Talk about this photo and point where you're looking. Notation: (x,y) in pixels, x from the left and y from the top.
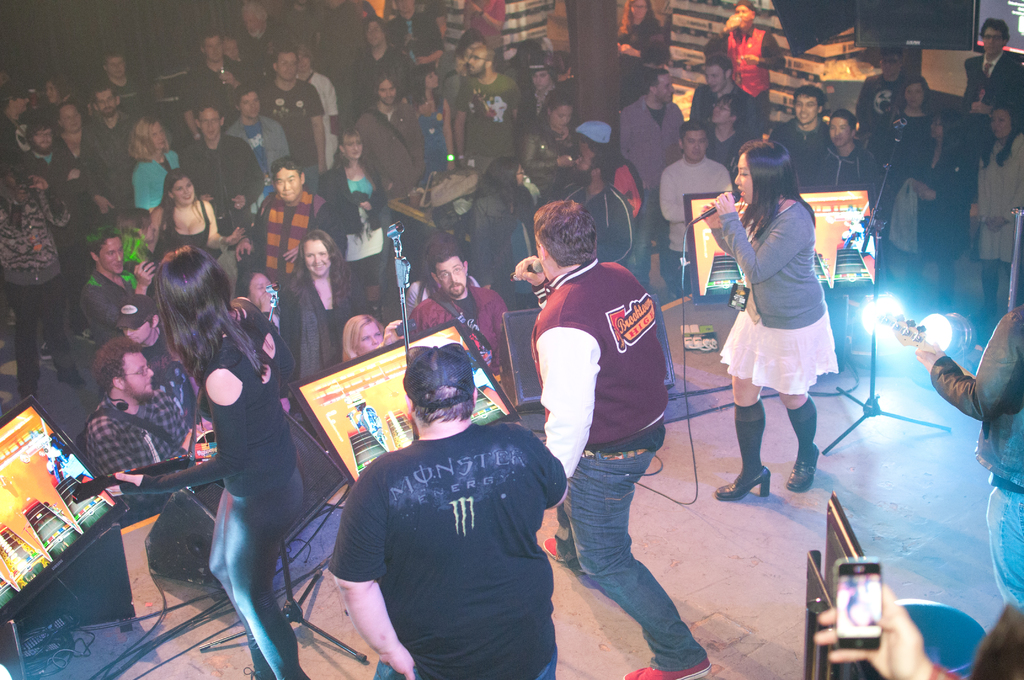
In this there are group of musicians (770,265) performing at the stage (671,394) and a group of people (265,178) standing and watching at the concert. There are screens (351,416) on the stage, spotlights (898,303). The women (772,279) at the right side (774,286) is holding a mic (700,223) and singing.
